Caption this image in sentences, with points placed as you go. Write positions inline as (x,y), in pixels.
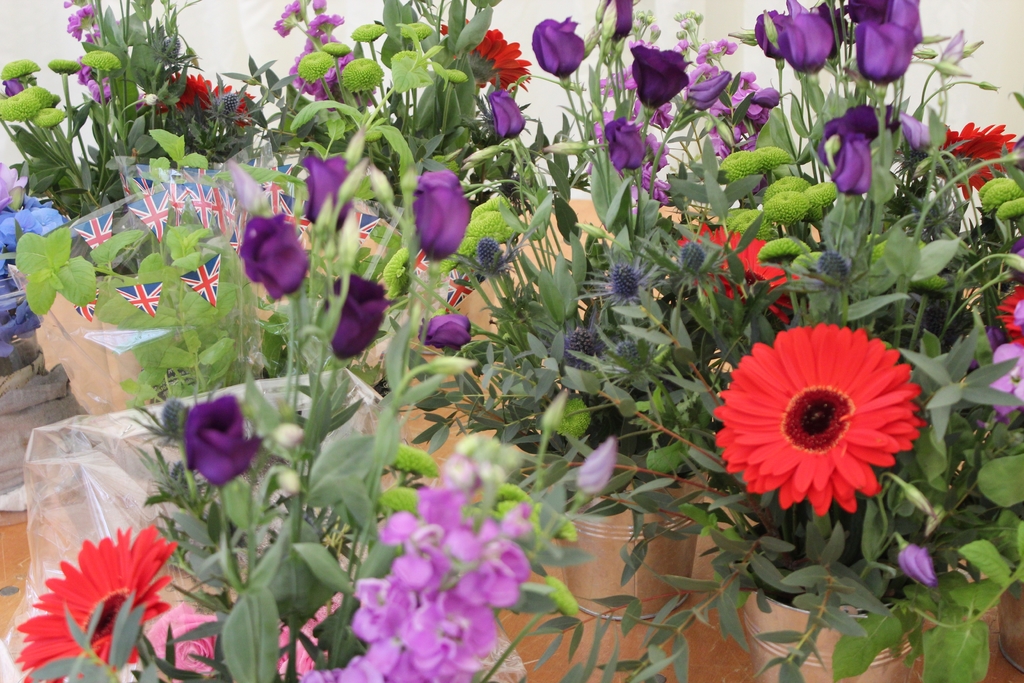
There are pot plants (767,122), which are having different colors flowers (408,578) on the floor (567,645). In the background (56,24), there is white wall (932,5).
